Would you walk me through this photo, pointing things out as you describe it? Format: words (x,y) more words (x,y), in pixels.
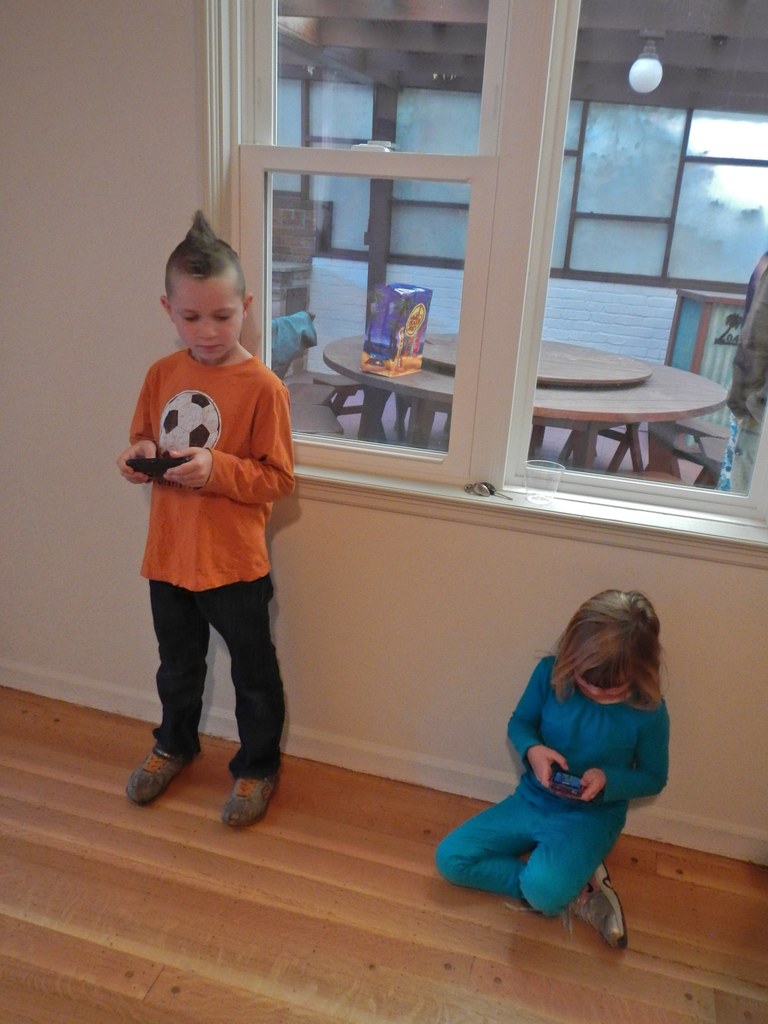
In this image we can see a boy (194,265) and a girl (591,840) holding mobiles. At the bottom (374,917) there is a floor (317,898). In the background (505,452) there is a wall (429,530) and a window (547,451). We can see a table (544,410), chairs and a lamp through the window glass (643,232).
